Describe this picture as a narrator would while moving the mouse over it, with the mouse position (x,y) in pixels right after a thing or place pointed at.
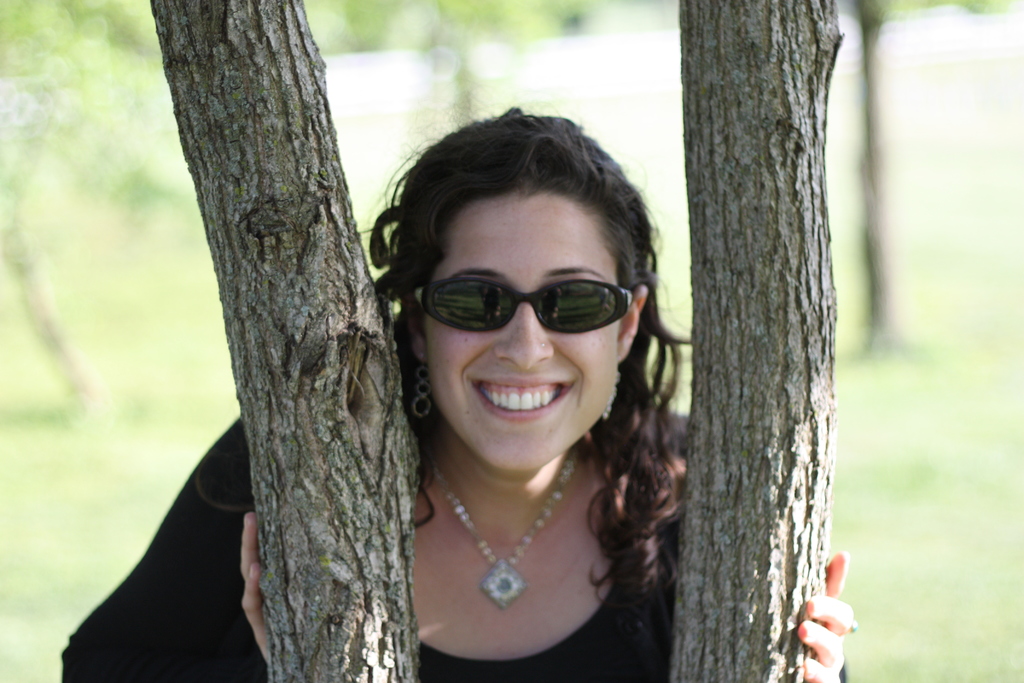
In this image we can see a lady (451,495) standing and smiling. In the background (100,86) there are trees (100,86).
